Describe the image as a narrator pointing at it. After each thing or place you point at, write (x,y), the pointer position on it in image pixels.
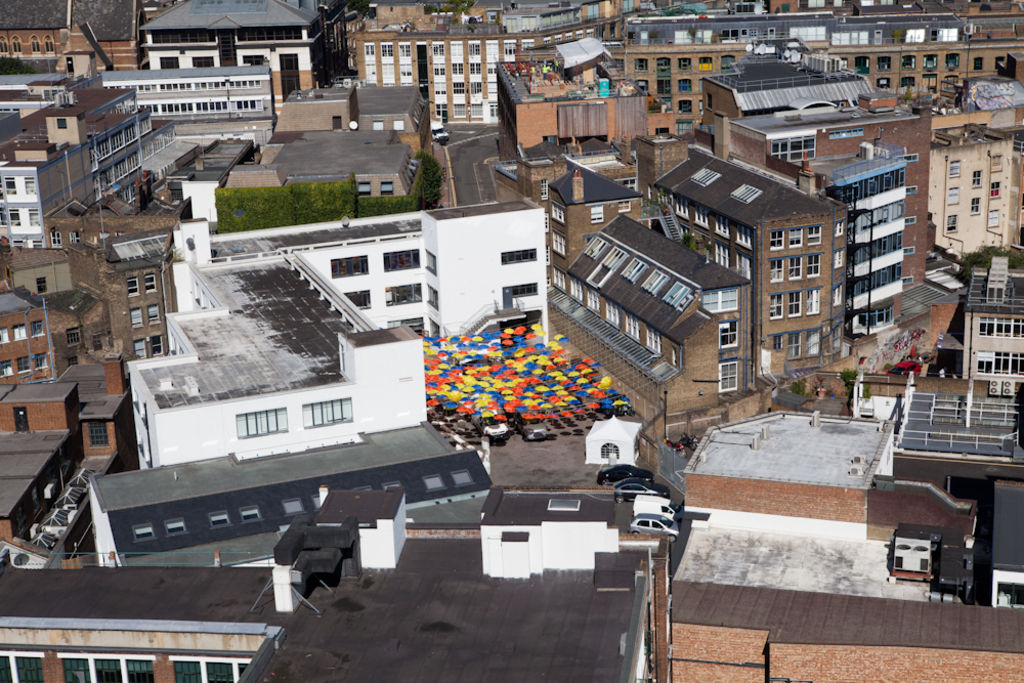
In this image there are buildings (335,480), trees (223,227) and there are cars (662,491) and there are multi colour objects (510,391).
